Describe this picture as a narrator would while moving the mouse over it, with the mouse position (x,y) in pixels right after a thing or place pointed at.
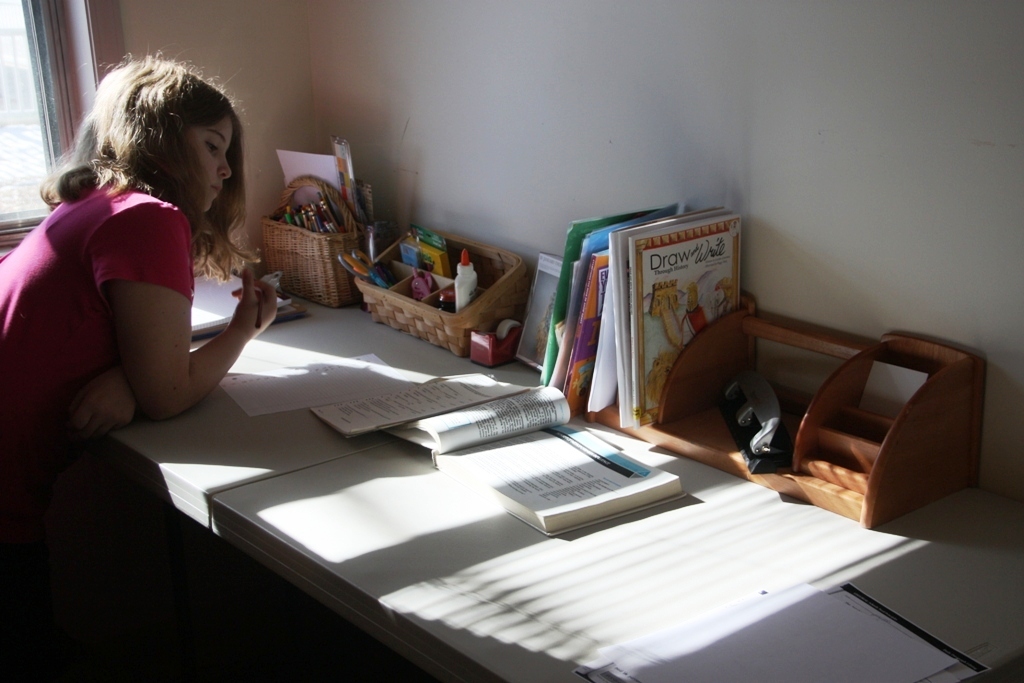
In this image I see a girl (45,607) and there is a table (312,322) in front (952,533) and there are pens (281,217), books (558,304) and 2 baskets (492,252) in which there are few things (400,242) and I can also see papers (852,660) and there is a wall (456,175) over here.
